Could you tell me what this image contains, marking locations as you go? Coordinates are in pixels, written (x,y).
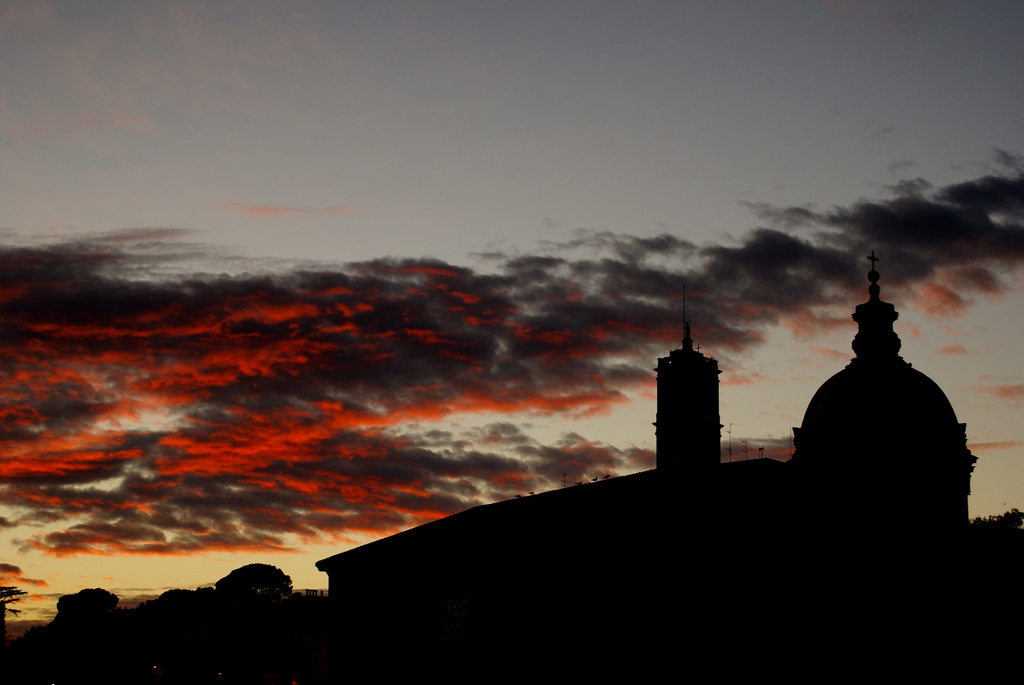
This picture is clicked outside. In the foreground (748,614) we can see the building (740,512) and a dome (891,417) at the top of the building (878,397). On the left (239,618) we can see the trees (244,591). In the background (331,156) there is the sky (428,360) which is full of clouds (993,217).
